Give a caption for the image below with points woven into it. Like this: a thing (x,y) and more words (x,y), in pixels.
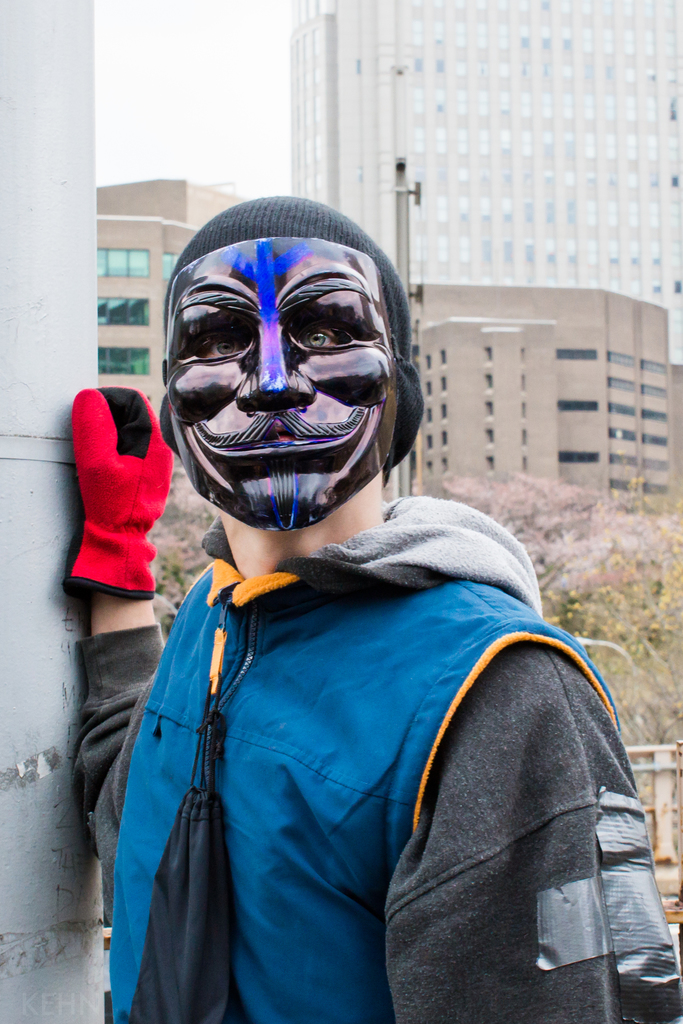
In this picture we can see boy (318,827) wearing a blue jacket (303,792), standing in the front (305,439) wearing the mask (339,245). Behind there is a building (599,281).
